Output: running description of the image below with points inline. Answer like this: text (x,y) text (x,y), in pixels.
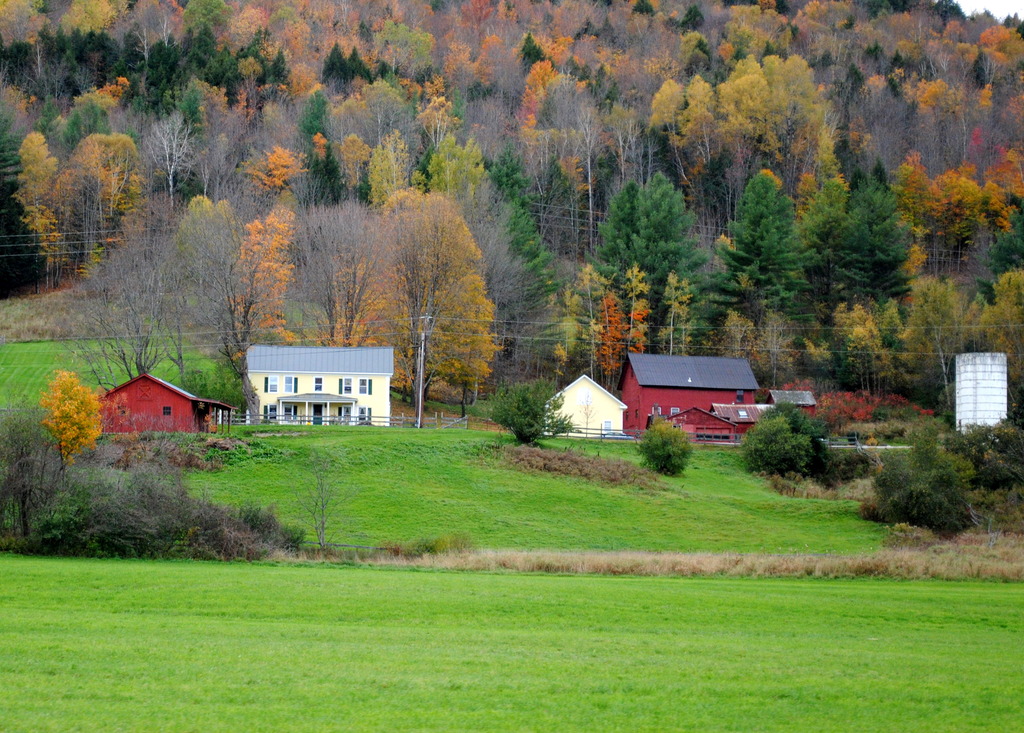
In this picture we can see grass (569,602) at the bottom (529,594), in the background (937,406) we can see some houses (738,404) and trees (756,373), there is a pole (419,419) and wires (647,326) in the middle (423,364).
